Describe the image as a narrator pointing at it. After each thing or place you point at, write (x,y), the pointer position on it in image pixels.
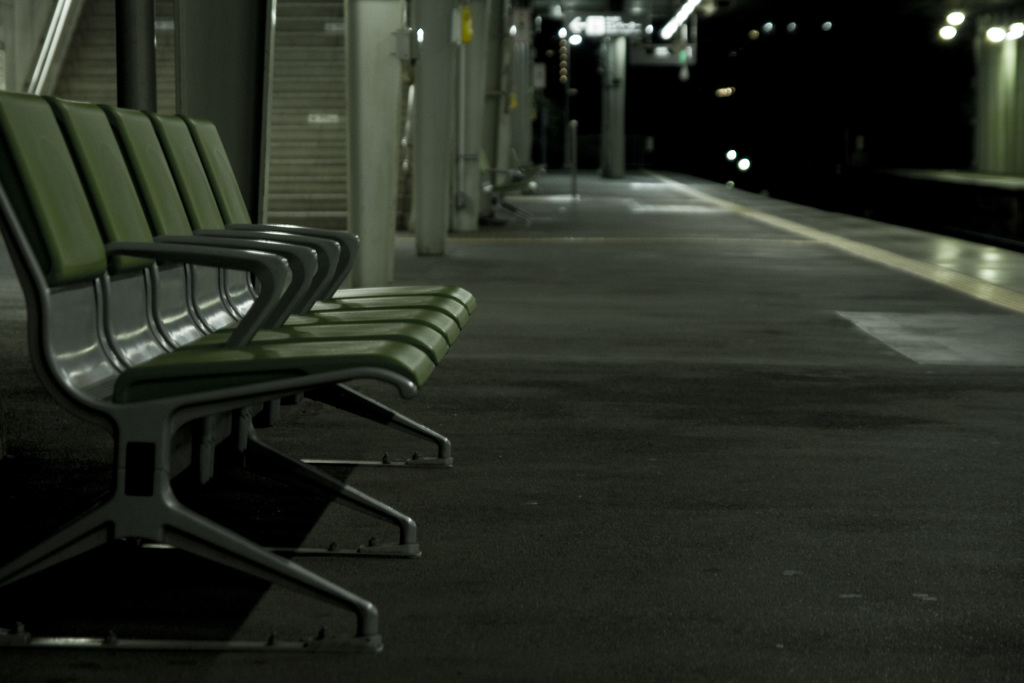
In this picture I can observe chairs (234,247) on the left side (145,241). It is looking like a railway station (555,390). I can observe some lights (995,33) on the right side (958,13). The background (702,124) is completely dark.
